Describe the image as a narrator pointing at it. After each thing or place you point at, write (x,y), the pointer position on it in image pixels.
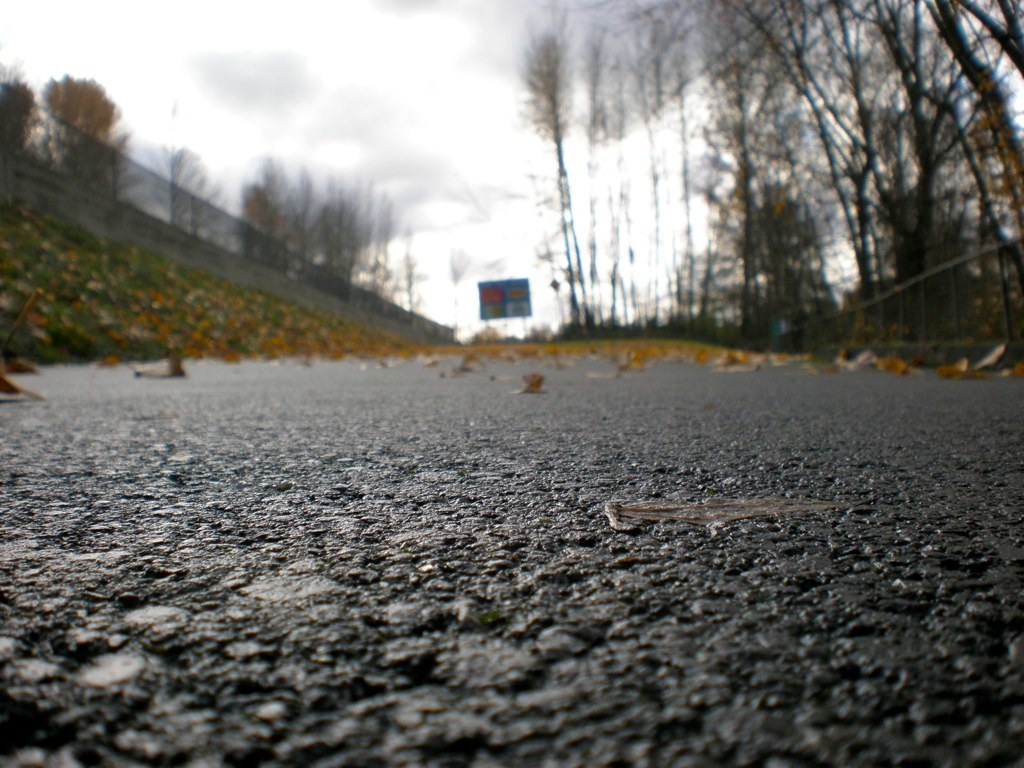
In this picture there is a black color tar road (544,511) with banner (513,303). Behind we can see the boundary wall (128,235) with fencing grill (228,225). On the right side (739,260) there are some dry trees (577,313).
